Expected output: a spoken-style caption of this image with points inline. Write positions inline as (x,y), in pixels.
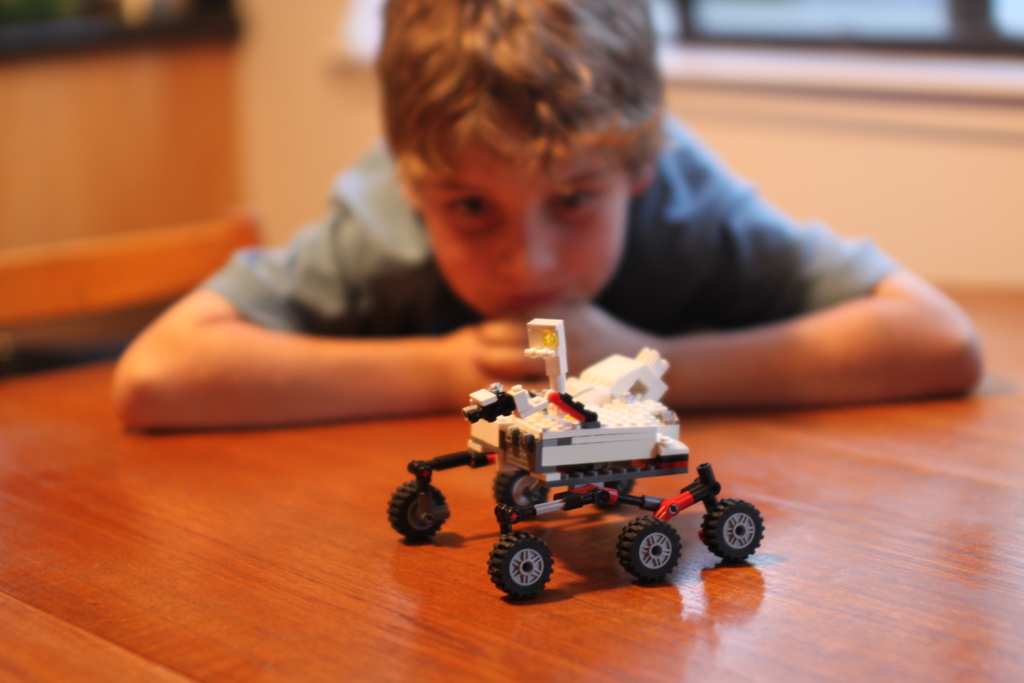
Here I can see a toy (471,453) on the table (519,640). In the background (481,222), I can see a boy (423,188) wearing t-shirt (408,284), leaning on the table (305,642) and looking at this toy (598,463). The background (82,173) is blurred.
